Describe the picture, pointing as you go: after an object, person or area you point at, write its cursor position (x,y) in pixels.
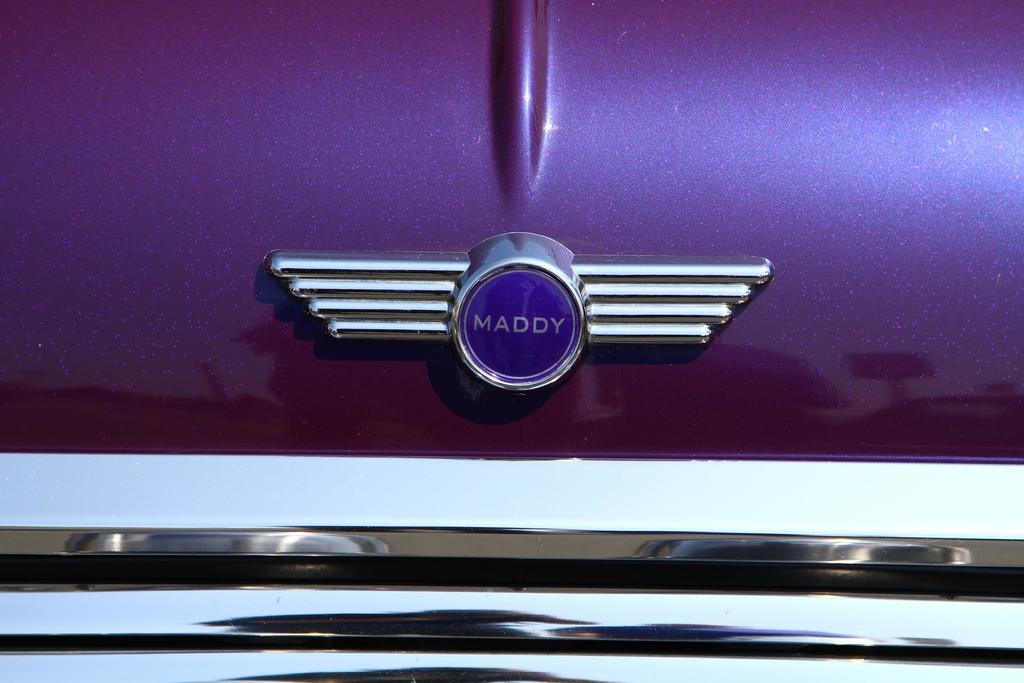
In this image we can see a logo (579,344) on the car (253,98).
